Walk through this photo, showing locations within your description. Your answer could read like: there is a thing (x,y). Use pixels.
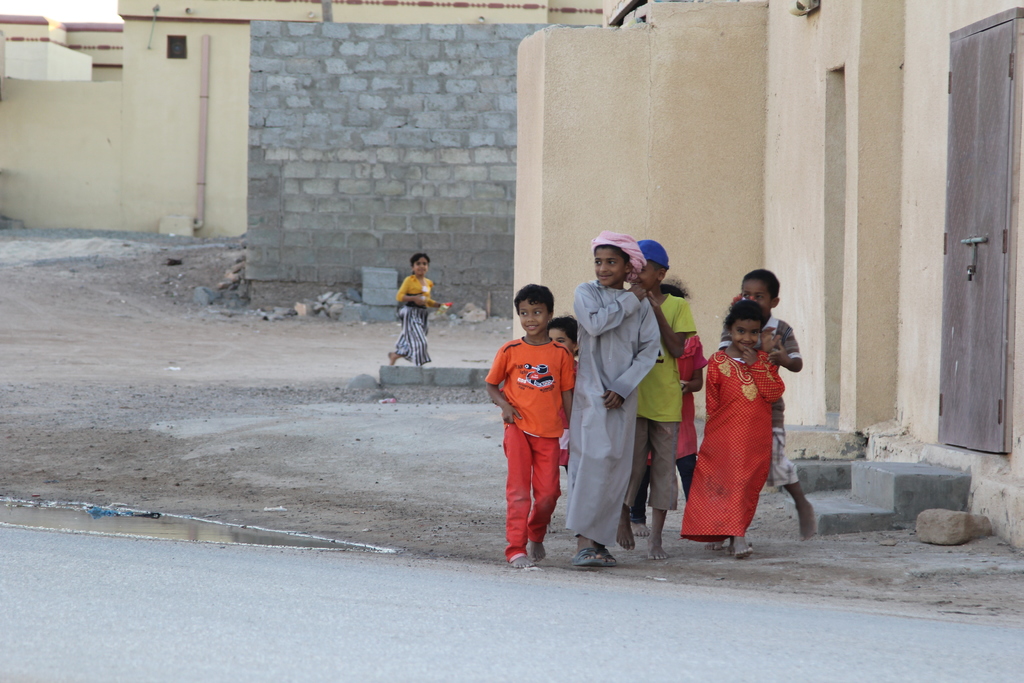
In this image there are group of kids (656,339) standing and smiling, and there are buildings (459,6), water (54,505), rocks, road (473,645).
